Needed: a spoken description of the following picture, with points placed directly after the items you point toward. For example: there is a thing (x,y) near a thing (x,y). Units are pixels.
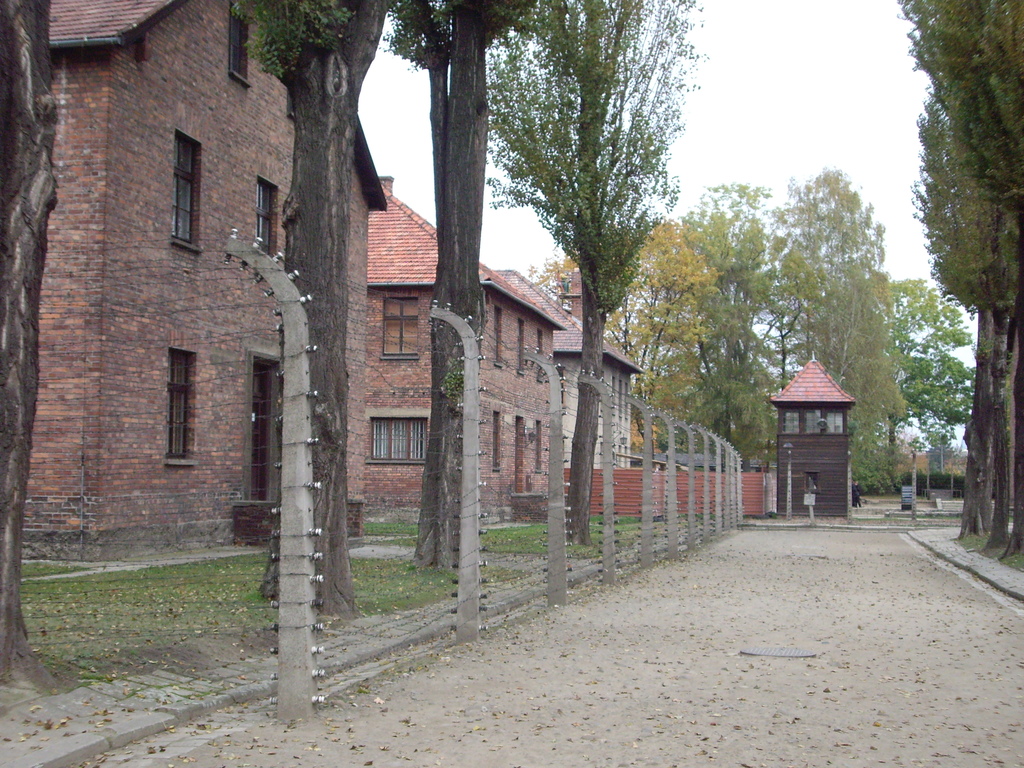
In this image there is sand (498,694). There is a road (462,697). There are trees (316,515) and buildings (91,407). There are fence posts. There is a sky (498,176). There is a person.
